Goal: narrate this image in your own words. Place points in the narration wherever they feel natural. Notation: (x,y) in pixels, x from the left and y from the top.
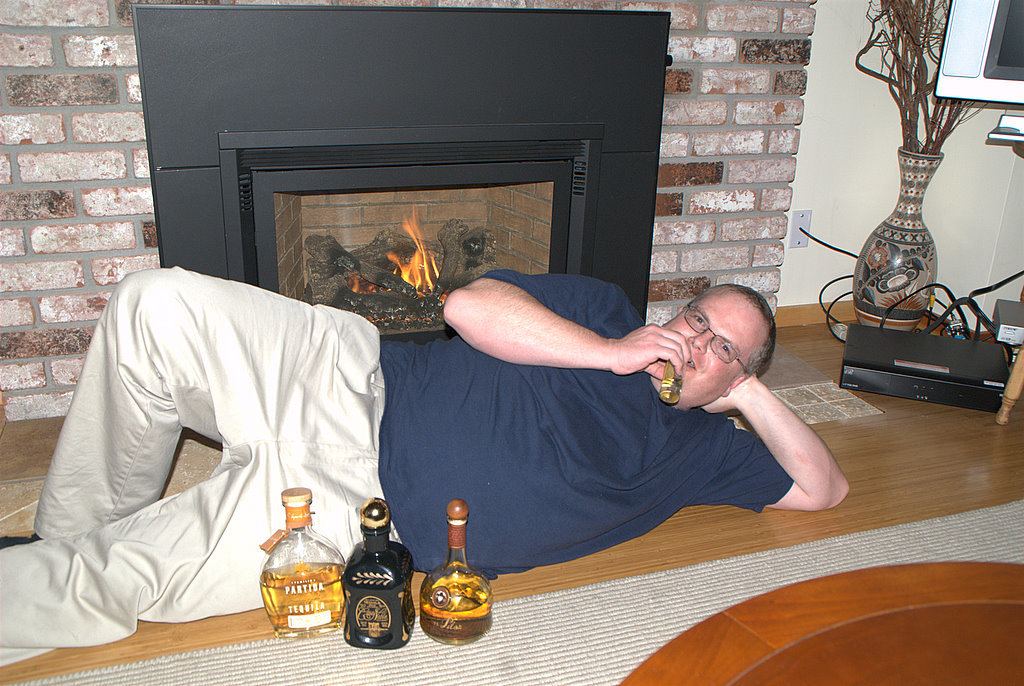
In this image there is a person (507,342) laying on the floor (251,625) and holding an object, there are three bottles (386,581) on the carpet (579,620), table (892,593), pot (914,275) with a show plant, television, fireplace (456,186), wall (968,261), cables (980,308).
